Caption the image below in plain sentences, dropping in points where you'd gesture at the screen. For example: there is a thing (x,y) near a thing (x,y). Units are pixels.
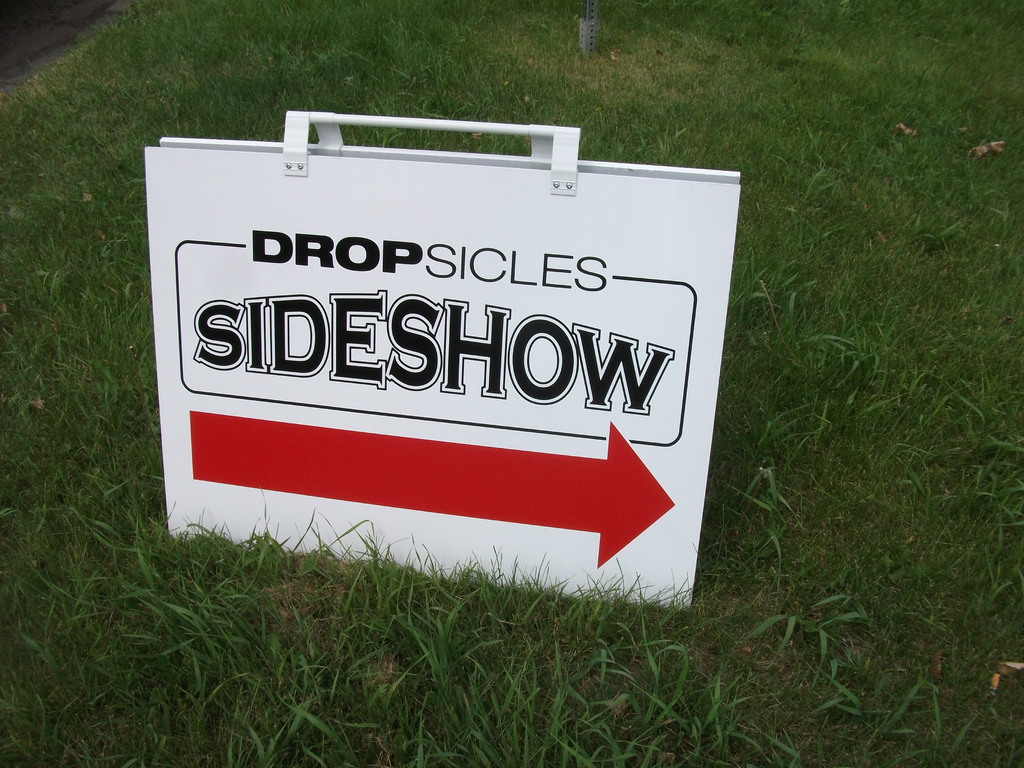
In this picture, we see a white box (422,391) or a board (466,253) with text (498,343) written as "SIDESHOW". We see a red arrow (600,460) is drawn on the board (586,551). At the bottom of the picture (652,620), we see the grass (344,137).
